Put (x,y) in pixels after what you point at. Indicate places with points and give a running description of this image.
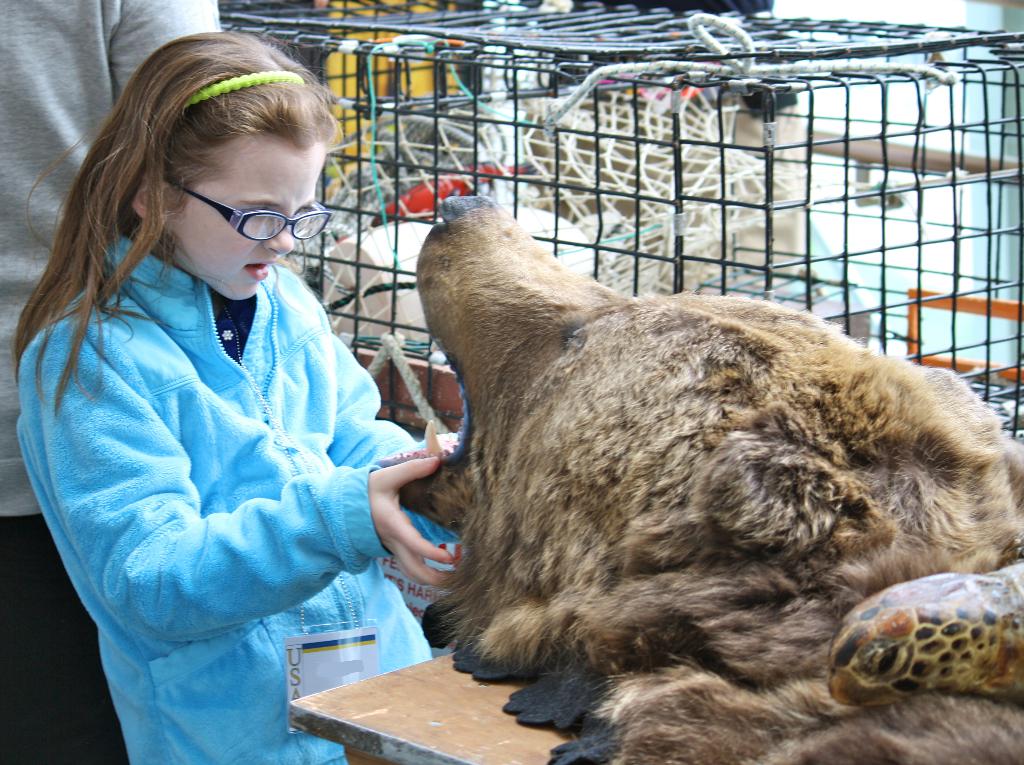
In this image we can see a bear (618,399), table (364,684), girl (198,243), person (19,109) and mesh (438,96). A girl (229,153) wore a jacket (260,451), spectacles (306,234) and looking at this bear (466,458).
